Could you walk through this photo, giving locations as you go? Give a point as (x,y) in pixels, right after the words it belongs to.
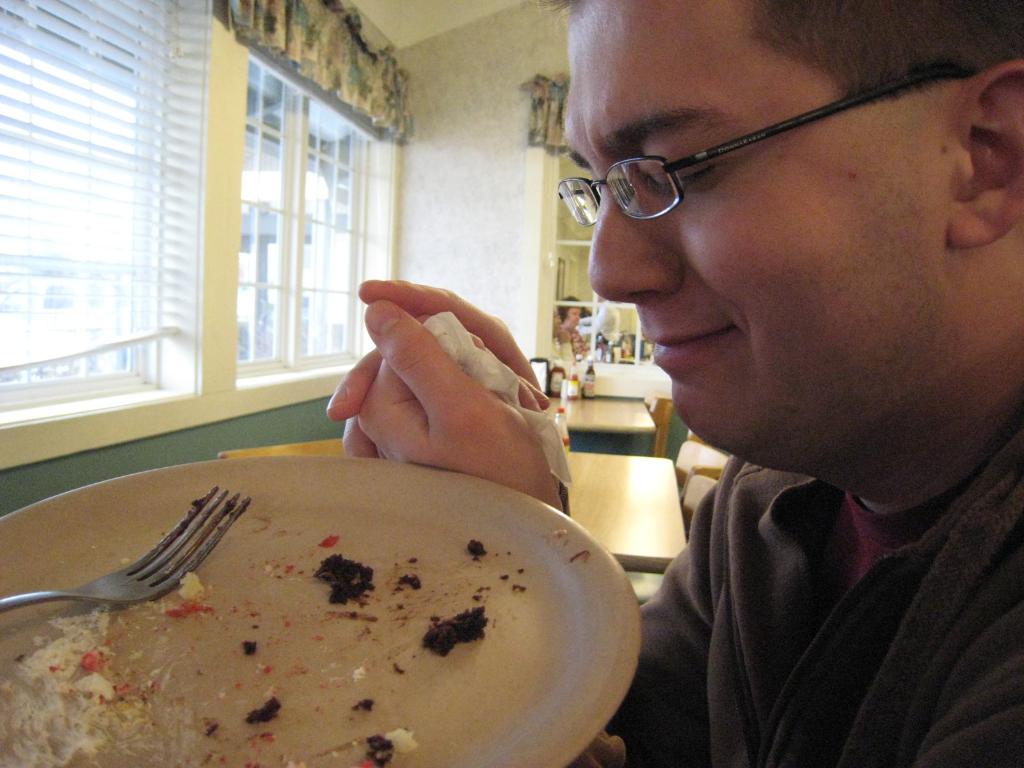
In this picture we can see few people (708,527), on the right side of the image (848,328) we can see a man (679,329), he wore spectacles (675,170), in front of him we can see a plate (94,542) and a fork (41,599), in the background (640,526) we can see few bottles (557,412) on the tables (632,485).
